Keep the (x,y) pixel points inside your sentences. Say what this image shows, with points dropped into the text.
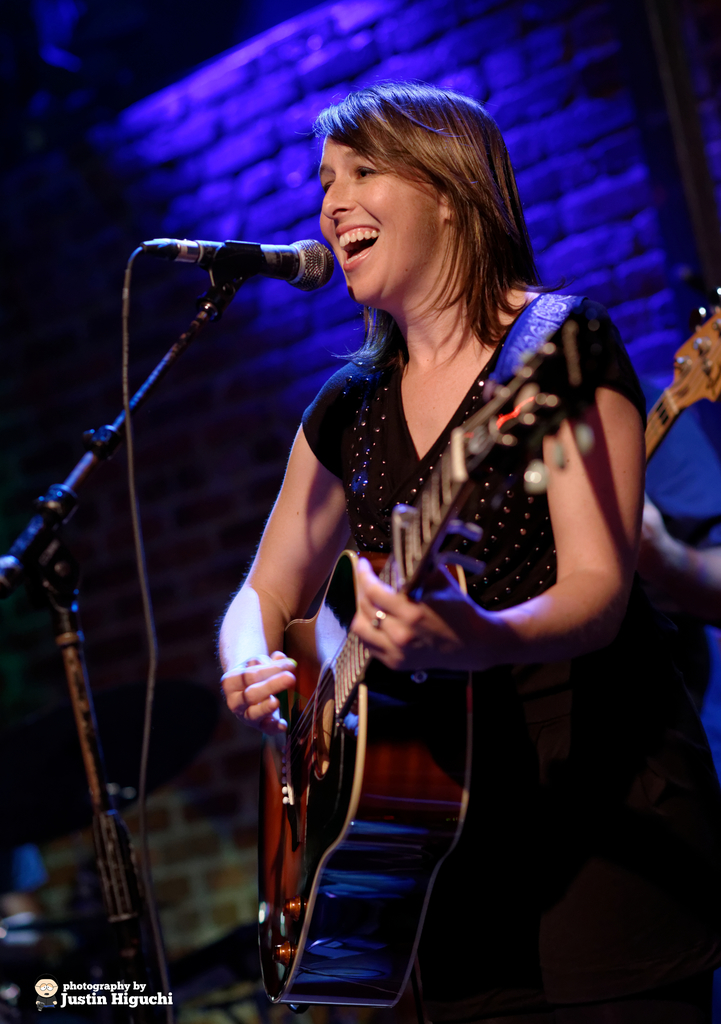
In this image I can see a woman (396,270) holding a guitar (284,702), I can also see a smile (358,263) on her face (362,219). Here i can see a mic (316,248) in front of her.
